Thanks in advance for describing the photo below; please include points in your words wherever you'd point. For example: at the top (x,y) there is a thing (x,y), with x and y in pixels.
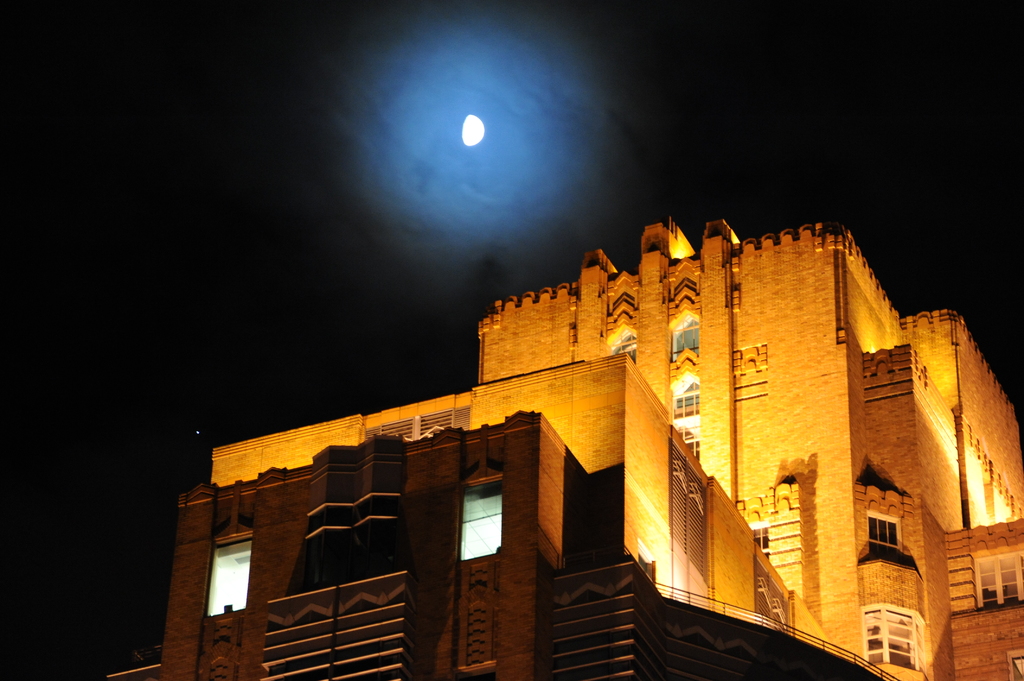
In this picture we can see a building (760,536) with windows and in the background (182,325) we can see the moon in the sky (414,128).
